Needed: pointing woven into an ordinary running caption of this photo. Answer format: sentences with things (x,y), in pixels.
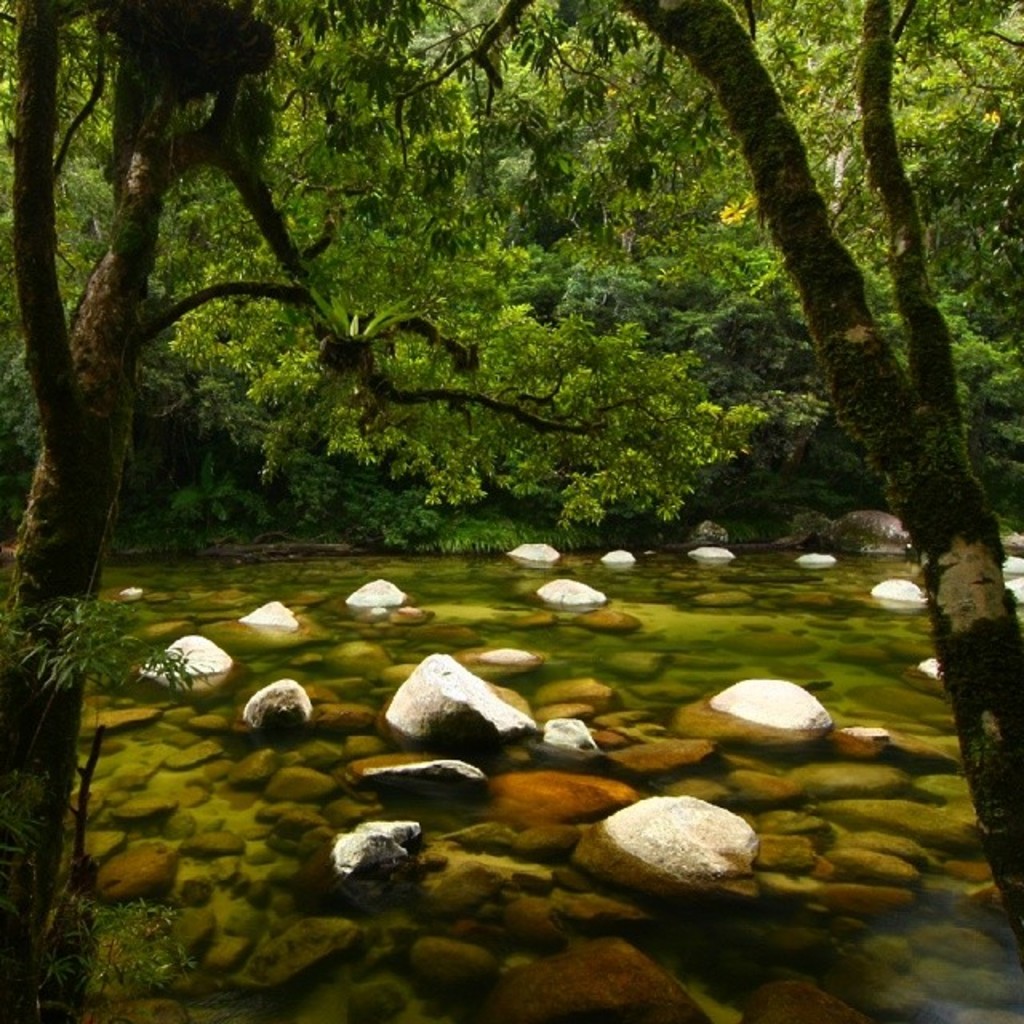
As we can see in the image there are rocks (175,1018), water (681,639) and trees (435,215).
